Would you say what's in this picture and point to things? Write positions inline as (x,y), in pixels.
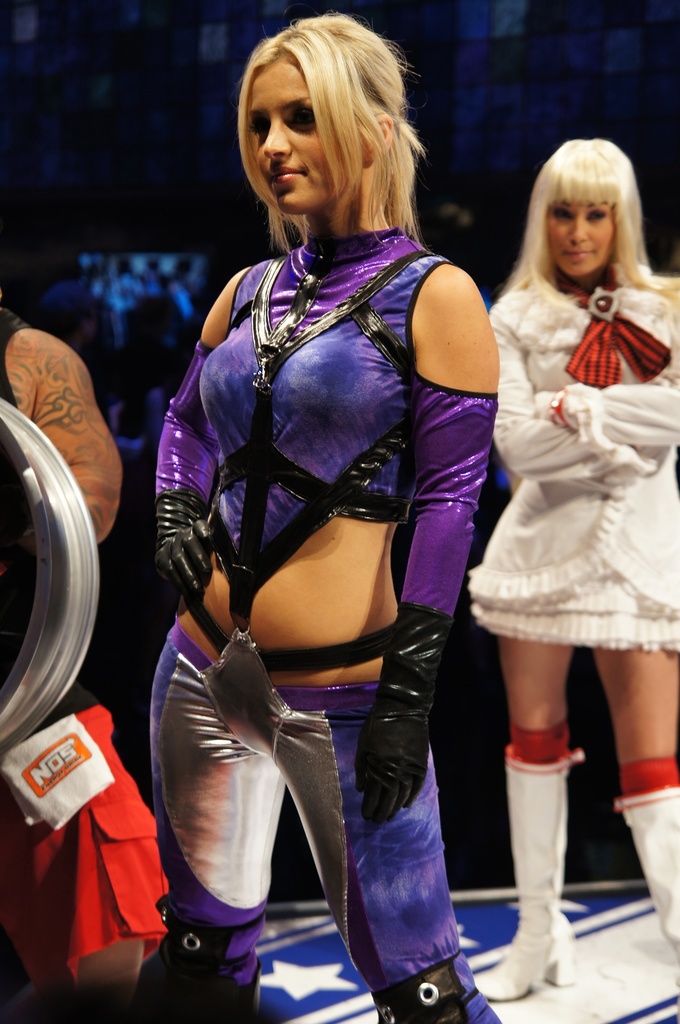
Here I can see two women (334,548) wearing costume (348,384), standing, smiling and giving pose for the picture. On the left side (52,403) there is another person (70,859). In the background (140,344), I can see some more people (121,317) in the dark.
